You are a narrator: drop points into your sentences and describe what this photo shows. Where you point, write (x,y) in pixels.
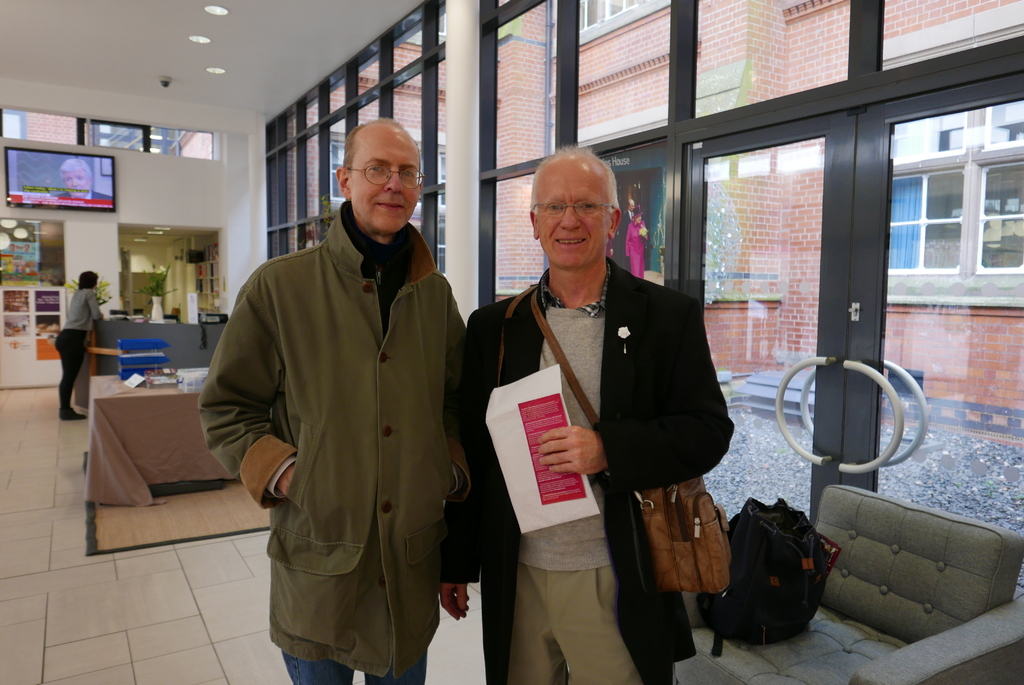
In this image we can see three persons (583,311) standing on the floor (83,584). One person (364,442) is wearing coat (368,376) and spectacles (417,180). Other person (666,401) is carrying a bag (694,542). On to the right side of the image (689,669) we can see a bag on the couch (799,641). on to the left side of the image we can see a television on the wall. In the background (862,168) we can see doors (889,192), building (527,56) and a plant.
